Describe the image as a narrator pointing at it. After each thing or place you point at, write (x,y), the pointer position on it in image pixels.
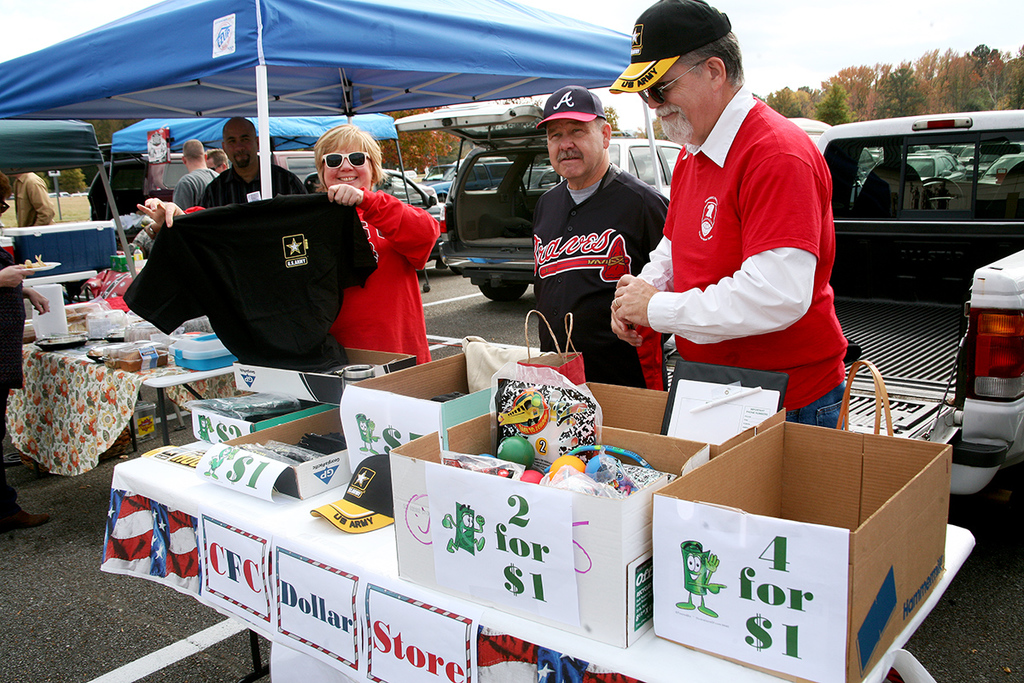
In this picture I can see some items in the cardboard boxes (396,505) on the table (286,510), there are some papers (349,457) attached to the cardboard boxes (409,511) which are on the table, there is a jug (58,307) and some other items (139,362) on the another table (107,370), there are group of people (382,329) standing, there are canopy tents (162,77), there are vehicles (945,415) on the road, there are trees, and in the background (899,21) there is sky (797,26).
